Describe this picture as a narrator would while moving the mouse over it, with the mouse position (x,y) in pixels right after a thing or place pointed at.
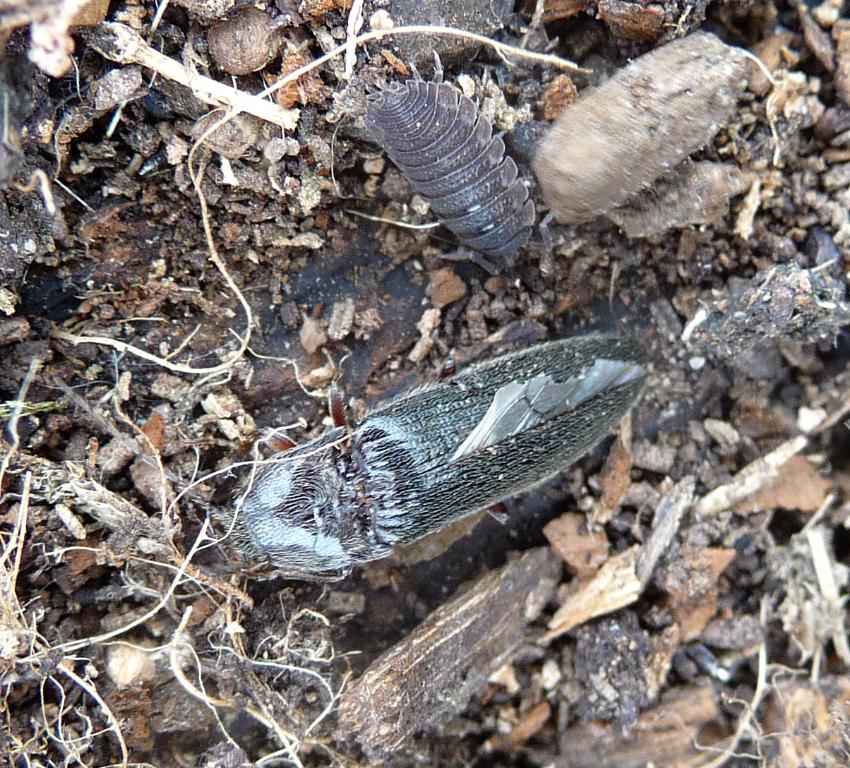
In this picture we can see there are insects (402,457) on the ground (286,684).
